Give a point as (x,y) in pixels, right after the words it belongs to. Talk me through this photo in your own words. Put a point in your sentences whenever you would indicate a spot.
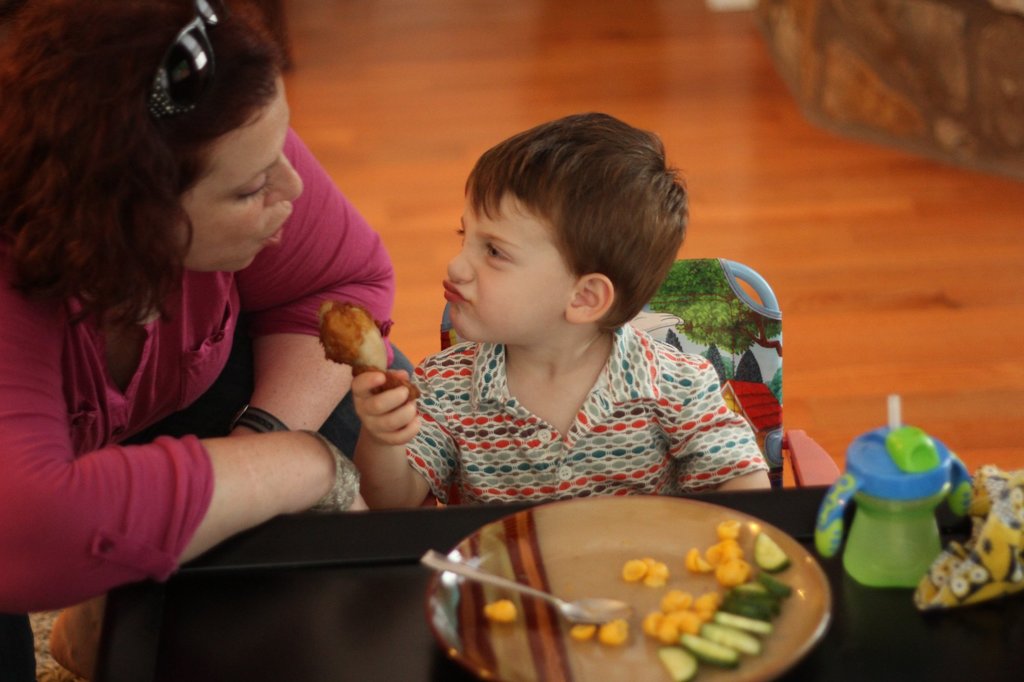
In this image I can see a woman (23,9) and I can see a boy (615,384) is sitting on a chair (441,343). I can see he is holding a brown colour thing (403,381). I can also see a plate (636,530), a bottle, food (716,612) and a spoon (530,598) over here.
